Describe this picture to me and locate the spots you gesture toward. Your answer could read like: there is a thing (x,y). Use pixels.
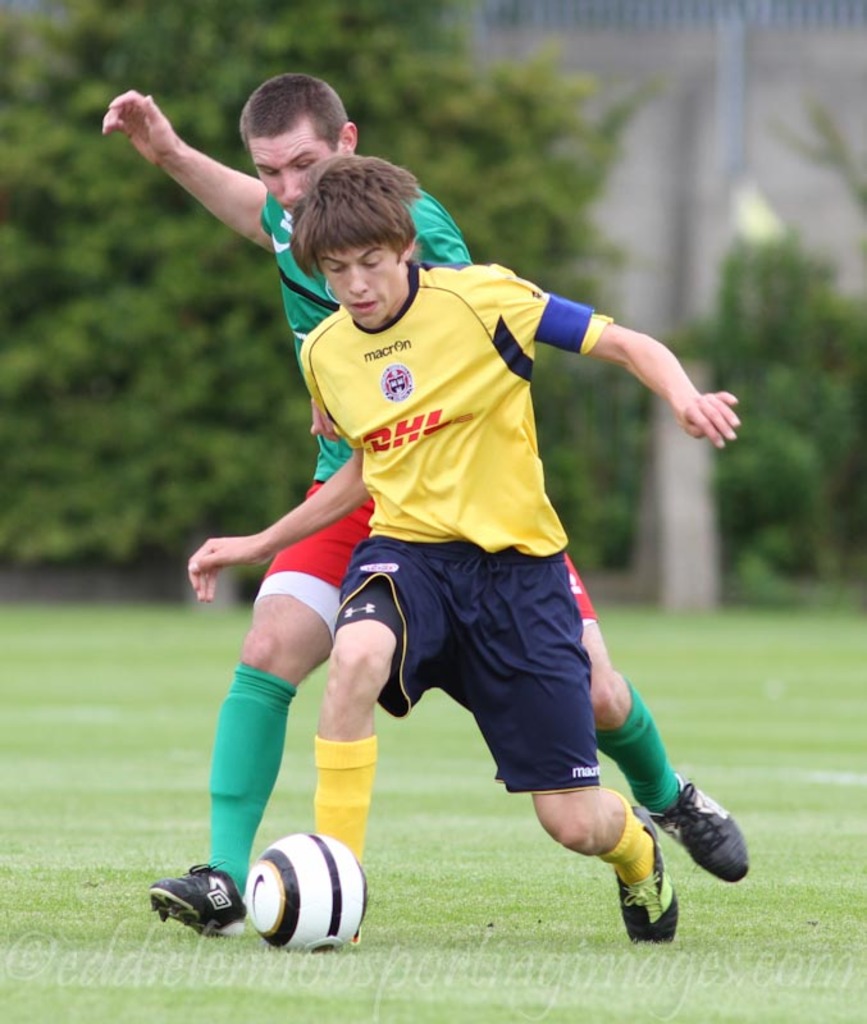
In this image I can see two persons (233,848) playing with a ball (291,855). In the background (348,106) there are trees (374,63). And at the bottom of the image (82,969) there is a watermark (83,972).
